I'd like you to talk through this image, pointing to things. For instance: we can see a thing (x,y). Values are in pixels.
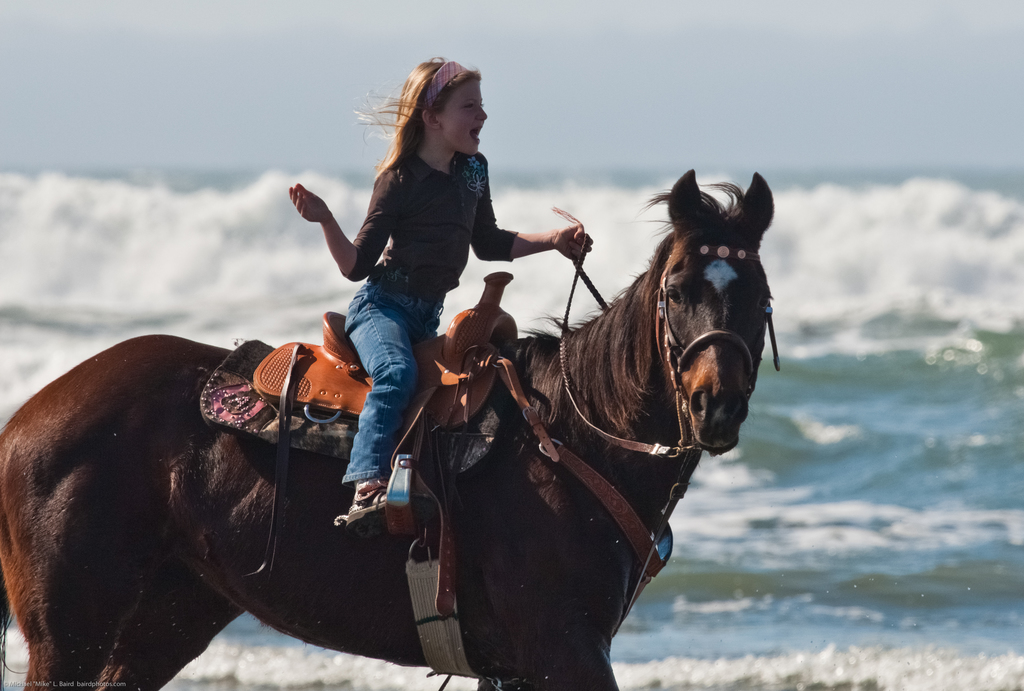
There is a girl (447,117) sitting on the horse (559,426). This is sea (852,330). On the background (678,79) there is a sky (181,72).
